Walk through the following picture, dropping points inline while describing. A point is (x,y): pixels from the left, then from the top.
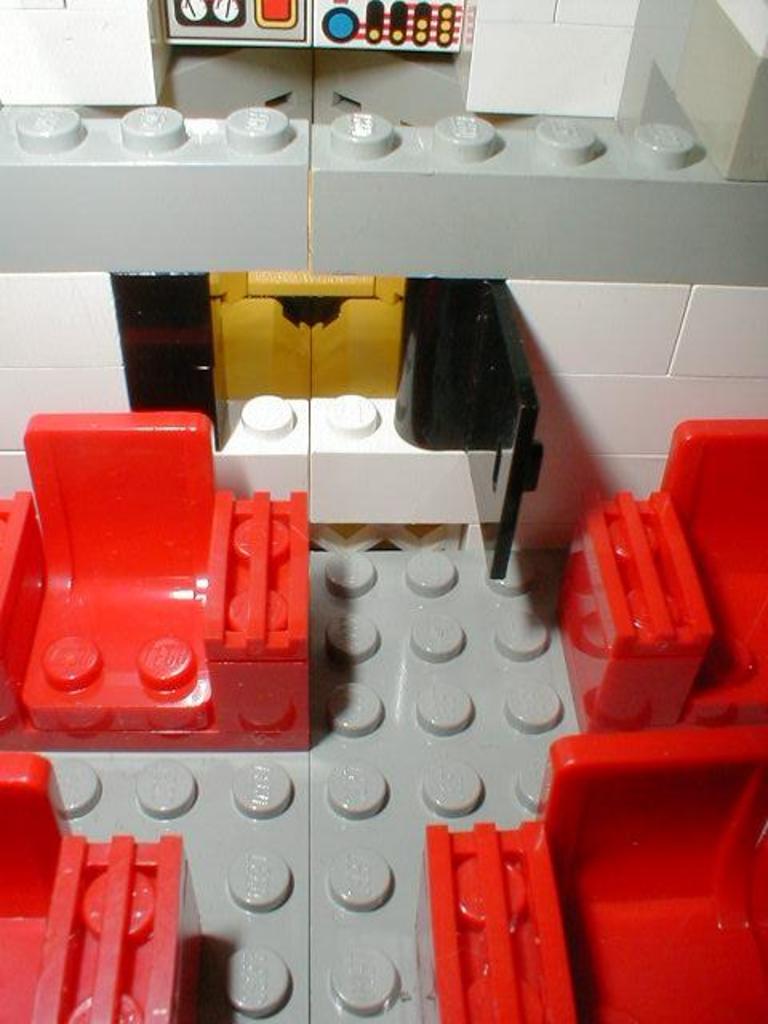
There are lego bricks (156,798) which are red, grey and white in color.
